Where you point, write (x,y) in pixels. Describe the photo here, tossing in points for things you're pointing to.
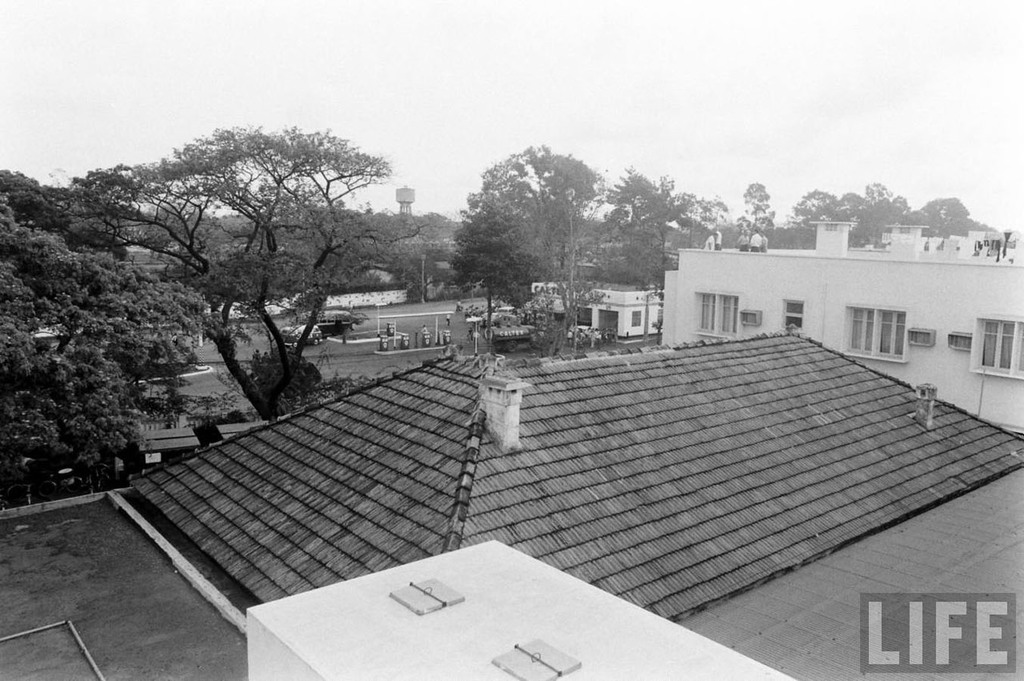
This is a black and white image. In this image we can see a house (475,519) with roof (512,475) and a building (878,296) with windows (888,310). We can also see some people (763,249) standing on the building (785,259). On the backside (458,270) we can see a group of trees (339,254), some poles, the fence (371,300), a tower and the sky (298,93).
